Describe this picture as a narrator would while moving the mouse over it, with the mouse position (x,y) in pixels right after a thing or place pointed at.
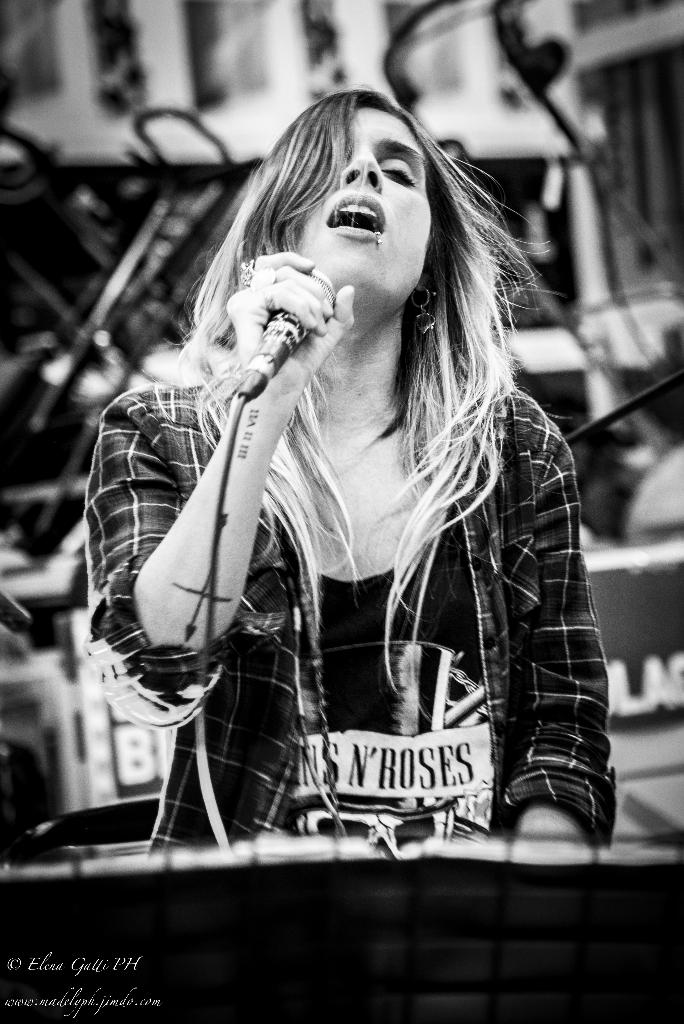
A woman (327,117) is singing a song with a mic (258,386) in her hand (342,330).
